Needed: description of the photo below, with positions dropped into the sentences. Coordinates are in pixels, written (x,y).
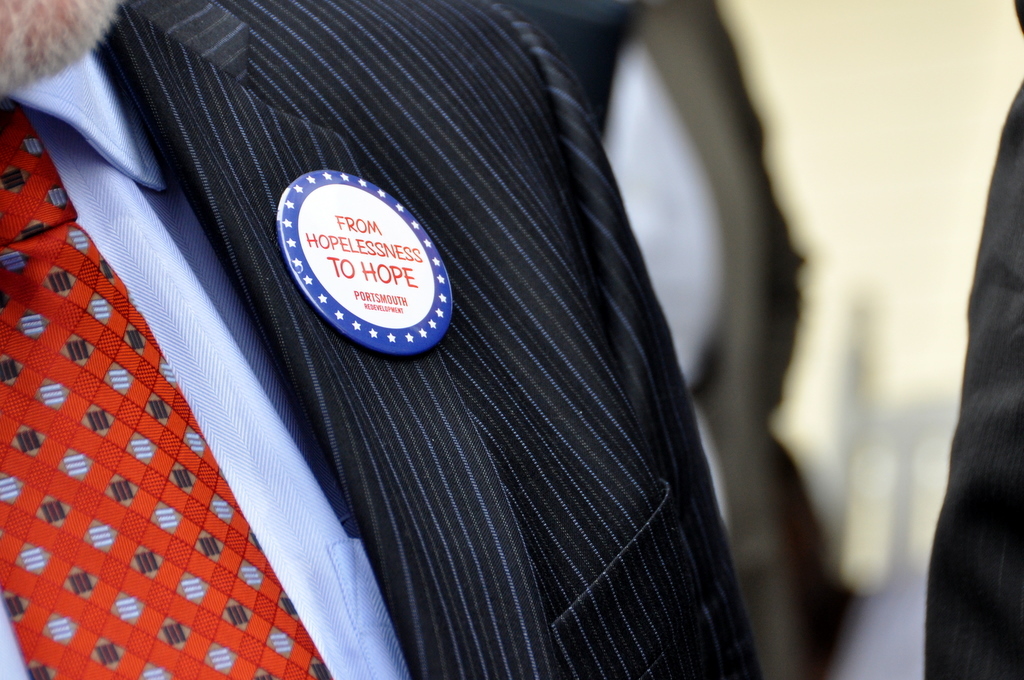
There is a badge (330,280) on a suit (488,666). A person (61,55) is wearing it. The background is blurred.
